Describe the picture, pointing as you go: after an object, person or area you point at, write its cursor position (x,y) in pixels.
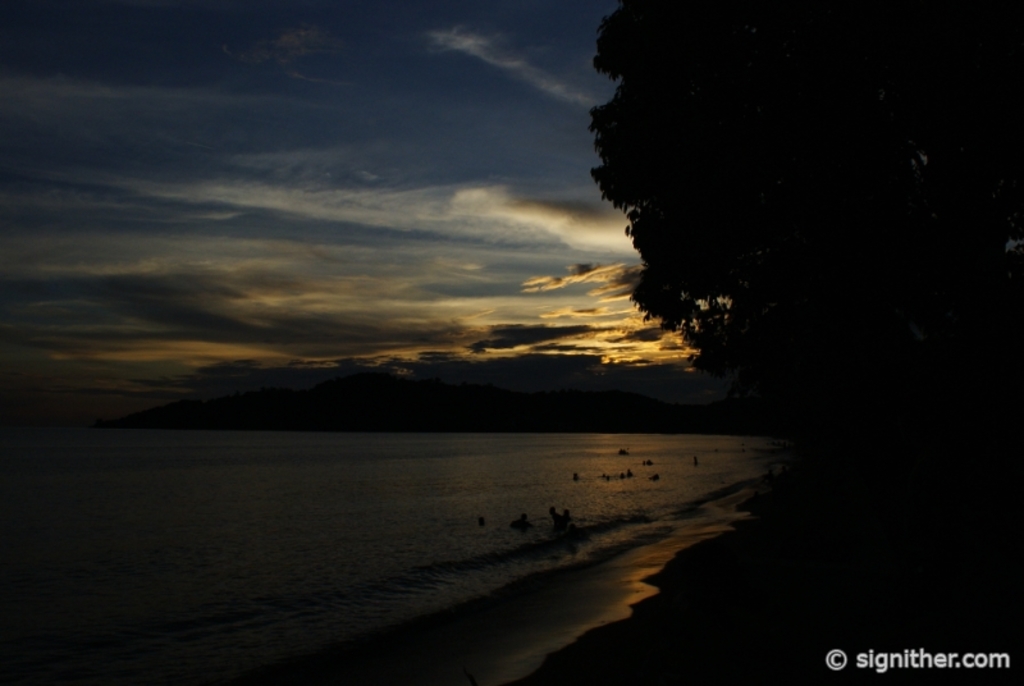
In this image we can see a few people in the water (470,493), there are some trees (688,243) and mountains (423,401), in the background (427,213) we can see the sky (348,248) with cloud (348,249).
